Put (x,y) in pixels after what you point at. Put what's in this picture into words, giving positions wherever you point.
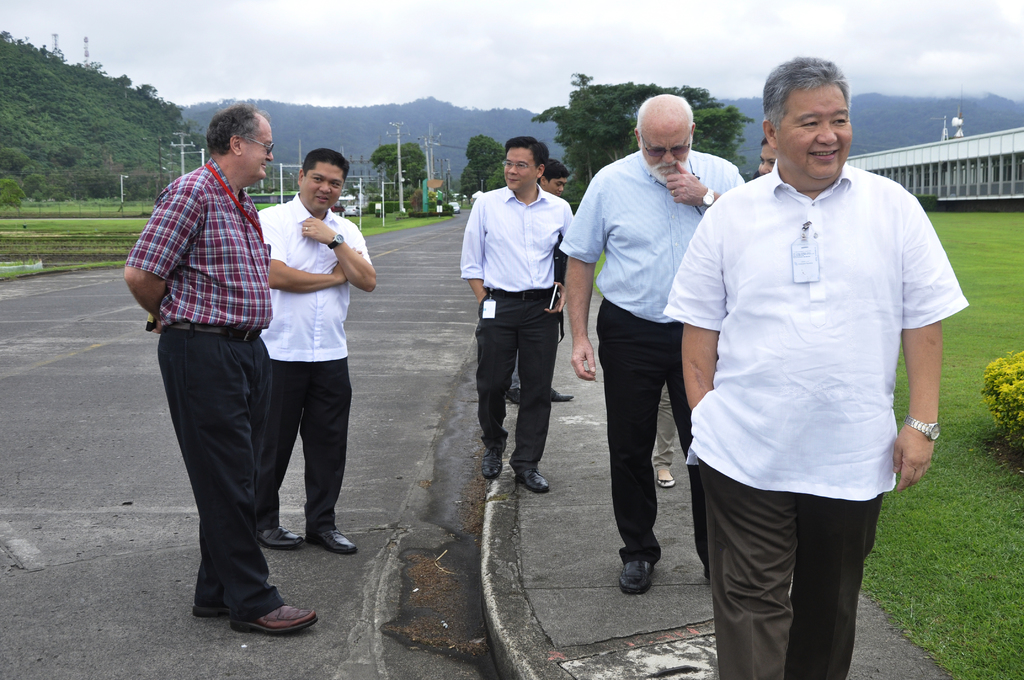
In the middle of the image (513,258) few people (814,71) are standing and walking. Behind them there is grass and there are some trees (696,99) and poles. Top of the image (192,65) there are some clouds (192,65) and sky (362,45). Top left side of the image (119,141) there are some hills (193,125).
